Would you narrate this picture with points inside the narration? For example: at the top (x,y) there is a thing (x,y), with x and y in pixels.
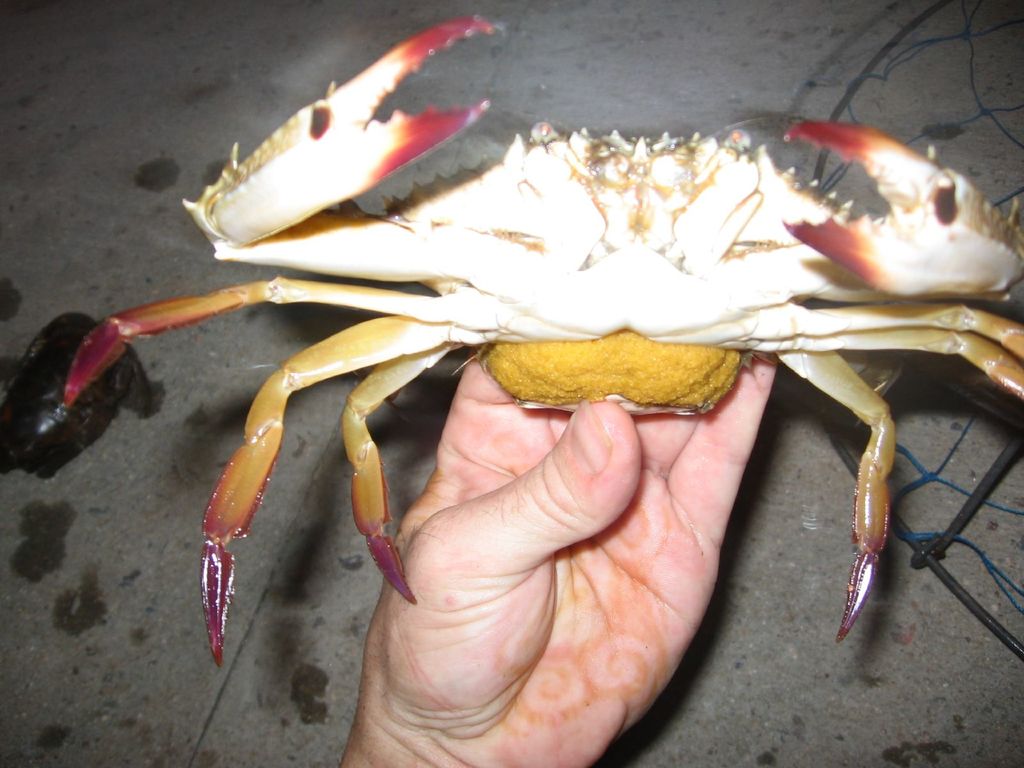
In this image we can see a person's hand (599,469) holding a crab (617,276). On the right (986,498) there is a net (979,487).
